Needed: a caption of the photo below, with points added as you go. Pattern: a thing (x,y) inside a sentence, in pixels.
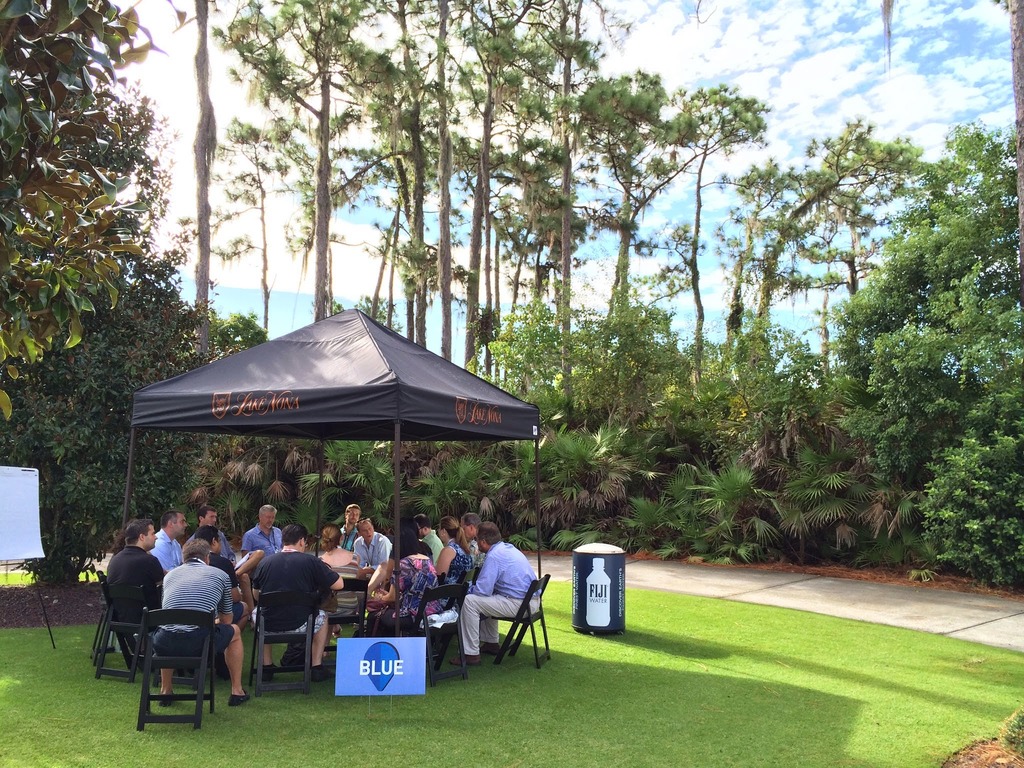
In this picture we can see a group of people (205,542) sitting on chairs (361,580) and beside them we can see a board (4,516), tin (610,572), name board (373,650) and these group of people (380,565) are under a tent (396,404) and in the background (94,332) we can see trees (745,412), path (916,592), grass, sky (178,188) with clouds (800,144).
